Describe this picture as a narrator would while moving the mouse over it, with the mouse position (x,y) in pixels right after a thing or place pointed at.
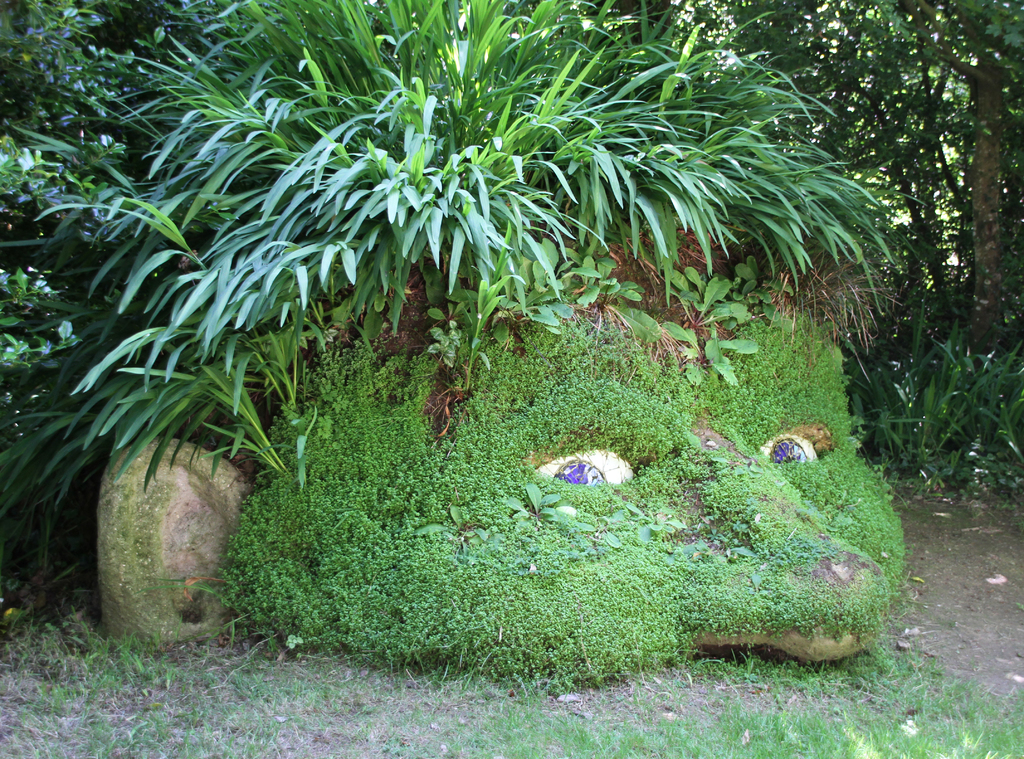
In this picture there are trees (916,129) and plants (702,174). There are plants (256,575) on the stones (160,608). At the bottom (899,711) there is grass (903,731) on the ground (890,680).
